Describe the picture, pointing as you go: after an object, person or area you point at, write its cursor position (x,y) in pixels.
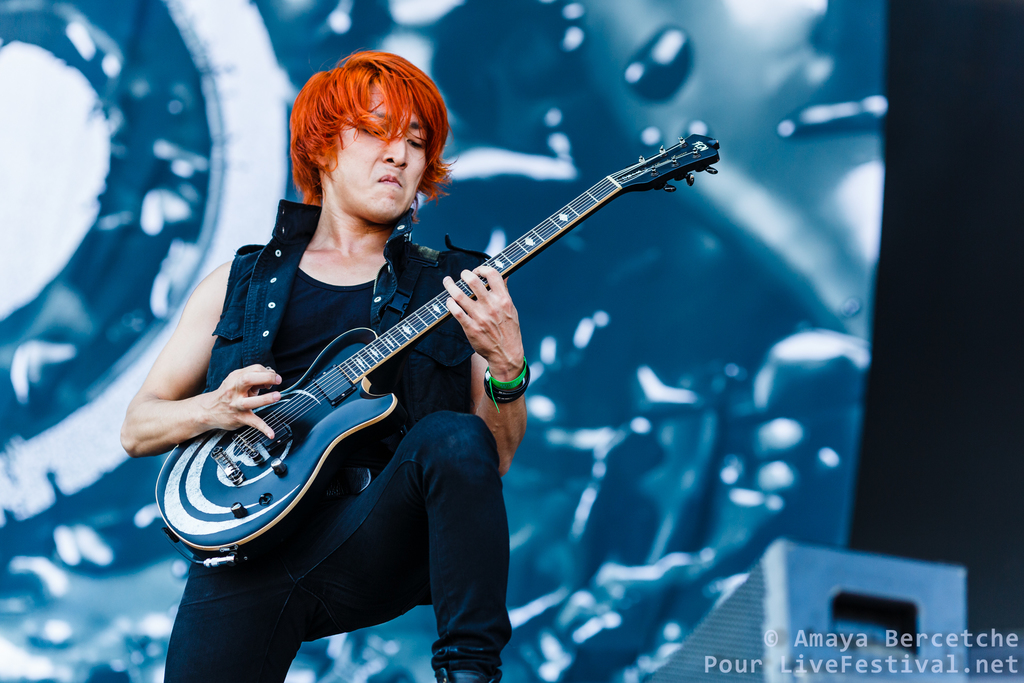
In this image I can see the person (262,329) wearing the black color dress (332,545) and holding the guitar (374,351). I can see the screen (720,217) in the back (558,201) and there is a black background (903,464). I can also see the watermark (865,660) in the image.
